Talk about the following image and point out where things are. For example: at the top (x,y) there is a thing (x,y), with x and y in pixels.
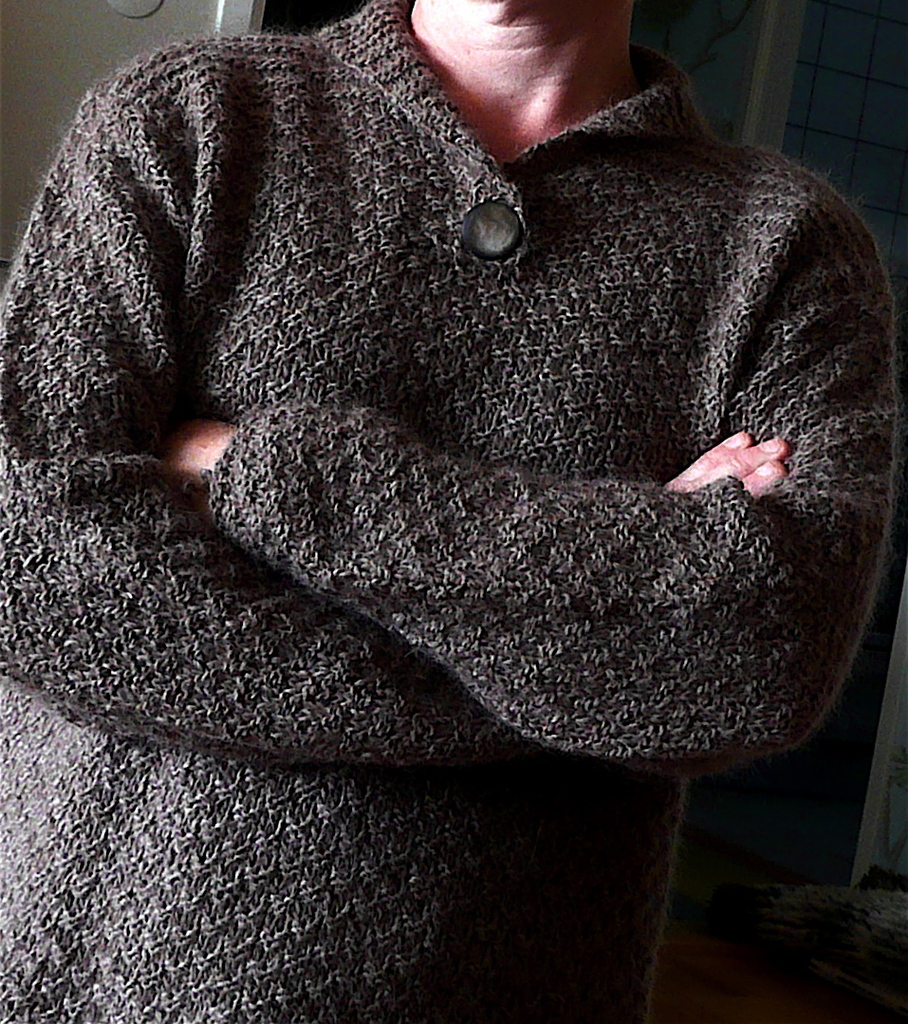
In this image I can see a person (357,261) standing wearing gray color shirt (117,152). Background (48,80) the wall (63,91) is in cream color.
